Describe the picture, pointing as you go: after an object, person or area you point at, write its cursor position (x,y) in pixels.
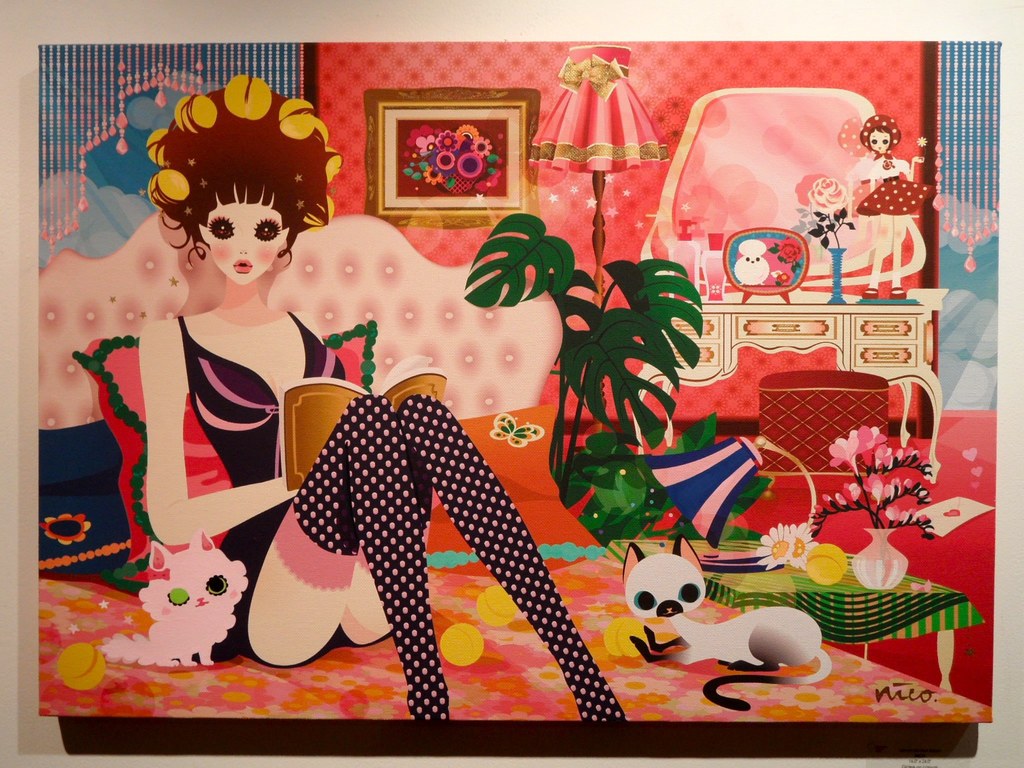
In this picture, we see the photo frame (446,417) of the cartoon (380,554) having a girl (410,551), lamp (628,149), toys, bed (500,345), cat (630,637) and a flower vase (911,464) are placed on the wall (8,614) which is white in color.
